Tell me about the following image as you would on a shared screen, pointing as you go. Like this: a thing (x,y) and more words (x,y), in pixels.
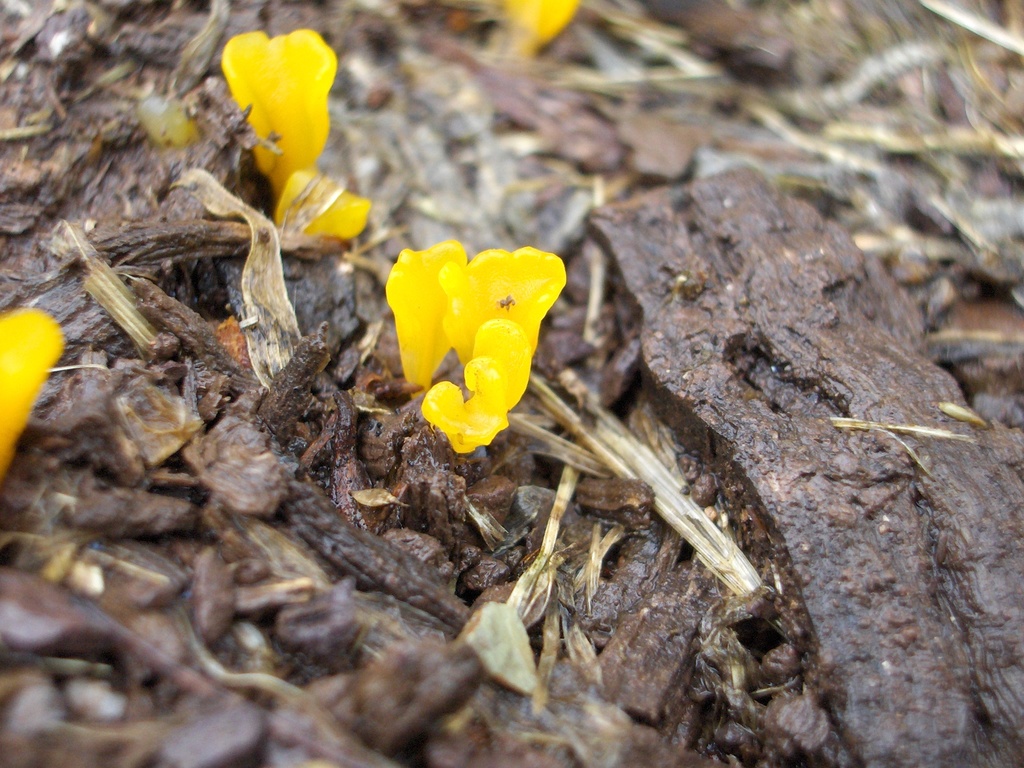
In this image we can see some fungi (524,22), bark (744,65), wooden sticks (729,575), also the background (602,70) is blurred.
